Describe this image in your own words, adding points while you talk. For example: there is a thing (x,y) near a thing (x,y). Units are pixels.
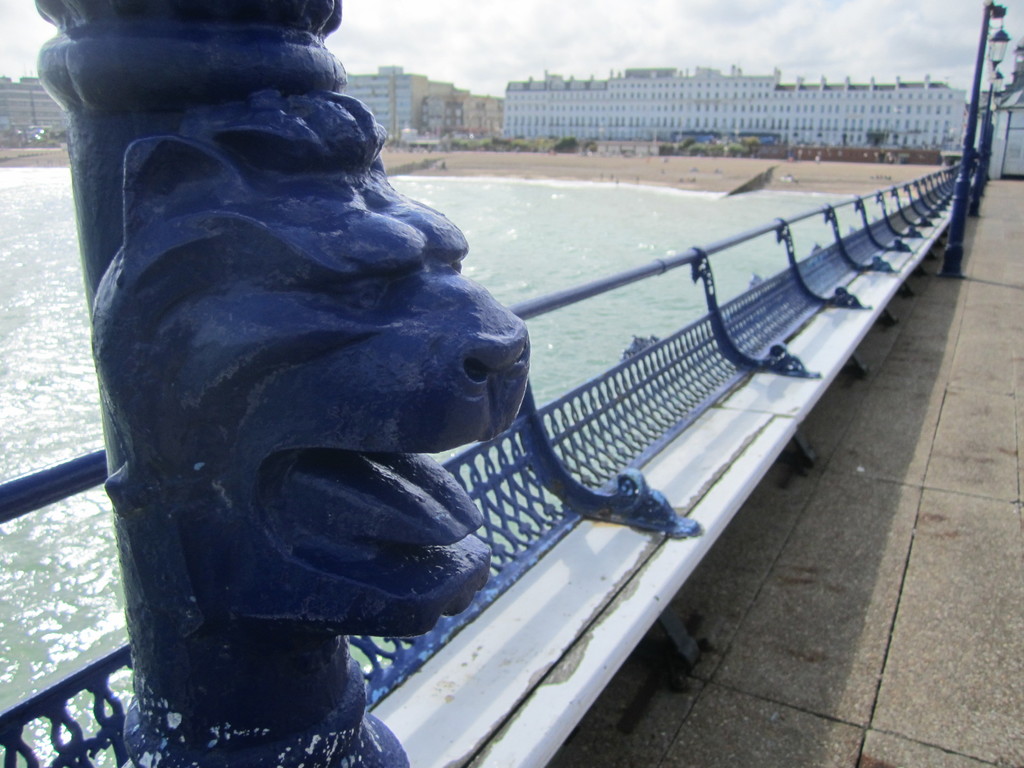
In the foreground of the picture (547,502) there are benches (909,215) and an iron sculpture (140,382) over a pole (161,41). On the right (980,135) we can see street lights (981,152). In the middle of the picture (623,317) we can see water body (585,211), beach (618,173). In the background (420,87) there are buildings (612,92) and we can see trees (59,137). at the top (631,38) there is sky (475,14). On the right (940,510) it is pavement (1016,234).
